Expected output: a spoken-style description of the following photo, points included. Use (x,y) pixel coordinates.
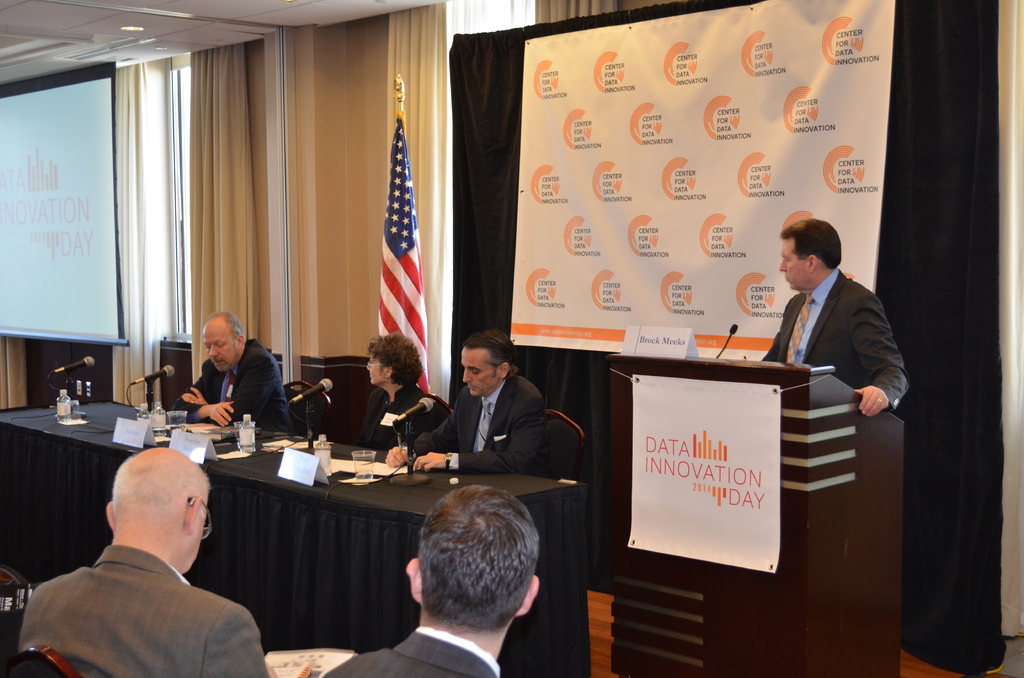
These people (49,586) are sitting on chairs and this man (830,356) standing, in front of this man (806,359) we can see microphone (730,325) and board (691,352) on the podium (753,372) and we can see banner (681,488) attached on the podium (619,368). We can see microphones (78,365), bottles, glasses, papers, name boards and objects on the table (278,492). In the background (398,187) we can see flag (416,285), banner (570,136) and screen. At the top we can see light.
